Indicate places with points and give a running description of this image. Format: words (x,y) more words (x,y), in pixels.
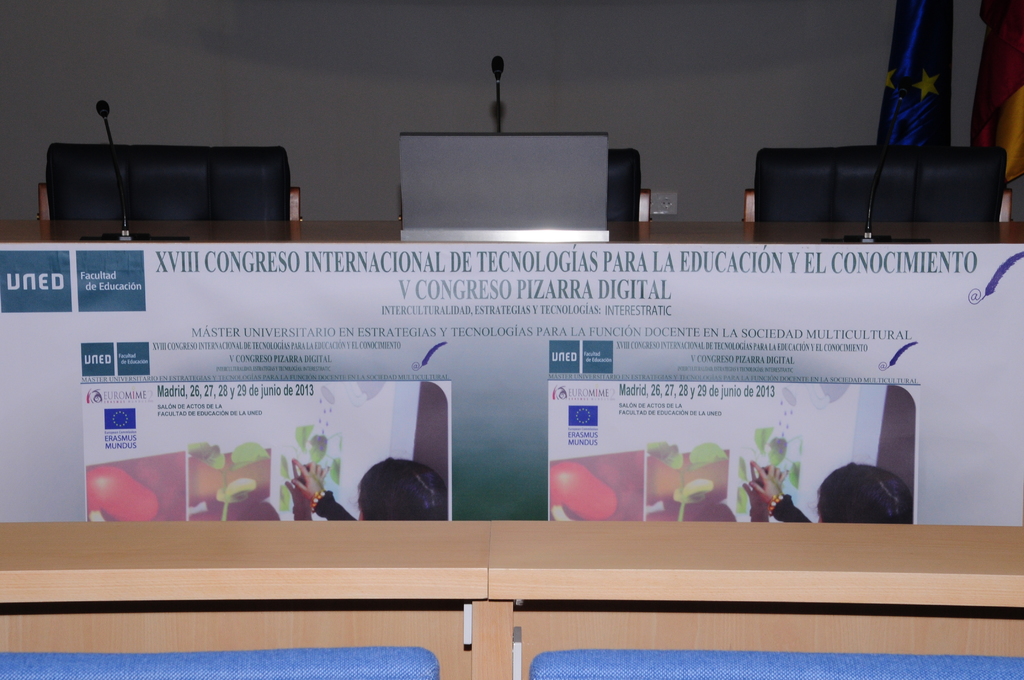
In the image in the center (550,303) we can see banner (582,320) and table (95,224). On table (801,222), we can see podium (590,209) and microphones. In the background (322,51) there is a wallboard (658,25) and chairs (814,211). In the bottom of the image (380,552) we can see wooden desks (483,594).
